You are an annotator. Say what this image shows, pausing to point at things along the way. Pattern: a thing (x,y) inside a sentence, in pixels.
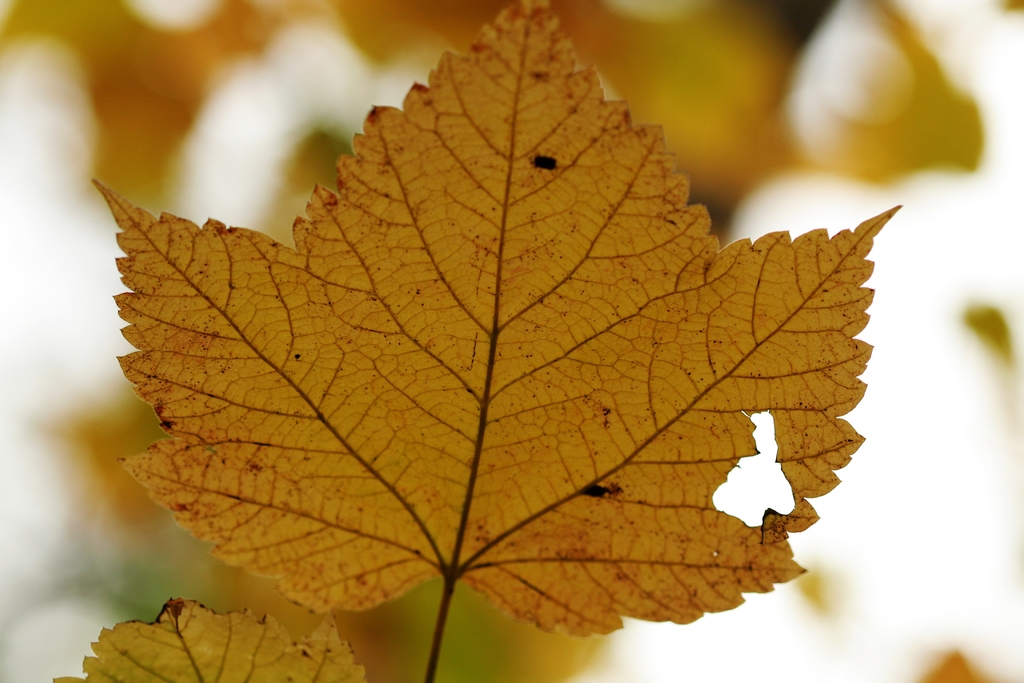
It is the image of a leaf (418,376) and the background of the leaf (699,607) is blur.
